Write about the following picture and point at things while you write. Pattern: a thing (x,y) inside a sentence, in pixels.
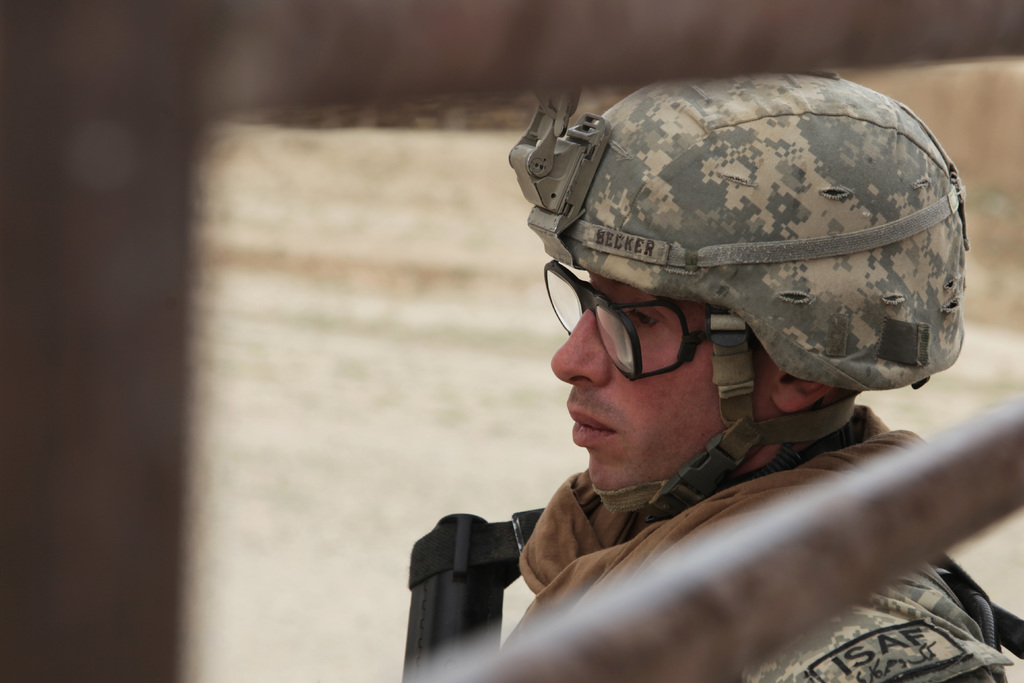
Here in this picture we can see a person (648,398) present over there and we can see he is wearing a military uniform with goggles (667,367) and helmet (736,273) on him and he is also carrying a gun (535,522) with him and in the front (993,454) we can see a pipe (825,534) present over there.
